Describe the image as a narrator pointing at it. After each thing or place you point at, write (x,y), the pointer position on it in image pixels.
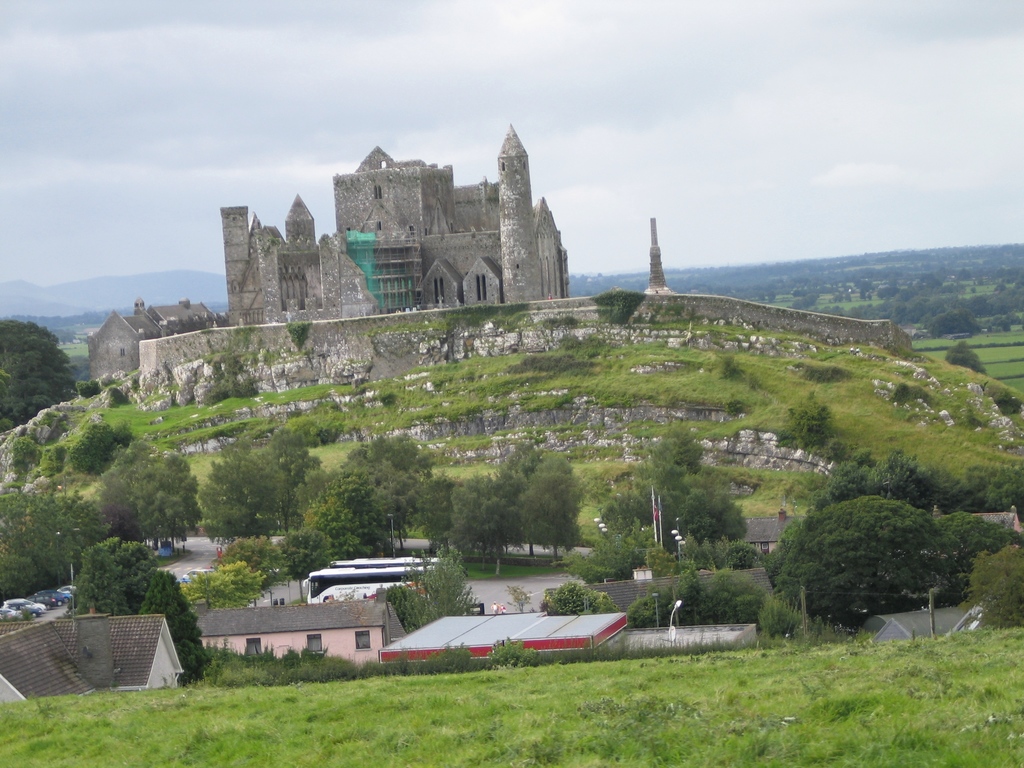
In this image I can see few houses (407,651), light poles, trees (210,503), vehicles (34,609), fort (228,230) and mountains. The sky (467,128) is in white and blue color.
